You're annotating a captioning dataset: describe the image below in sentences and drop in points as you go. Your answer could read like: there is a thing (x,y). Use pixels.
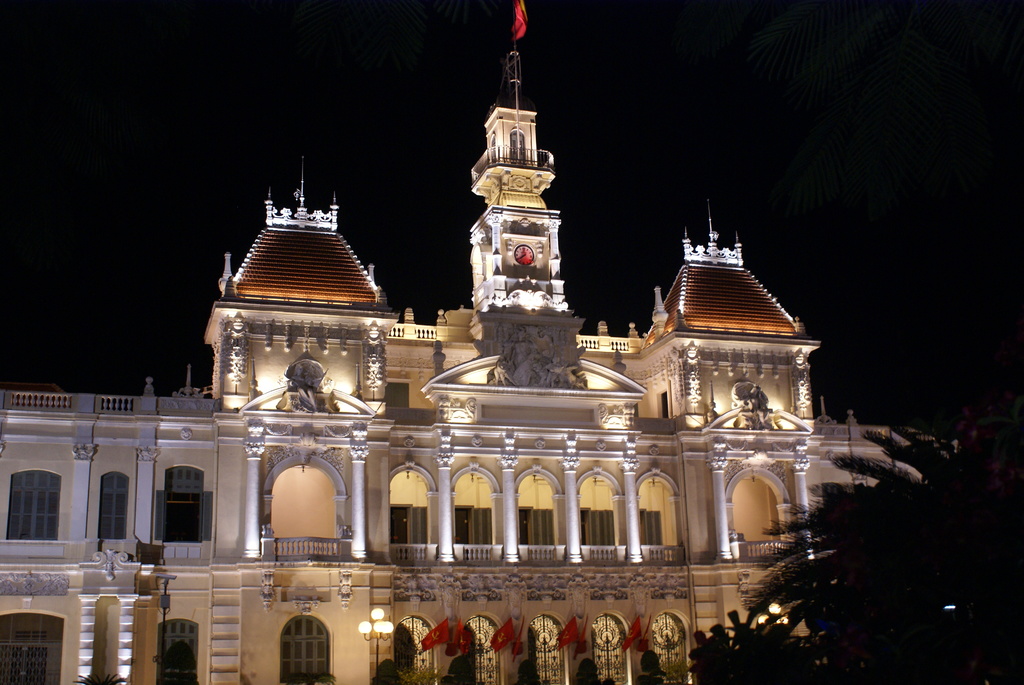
In this image there is a building (517,519) with the lights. At the top of it there is a flag (523,20). On the right side (931,554) bottom there are trees (885,598). This image is taken during the night time. At the bottom (566,647) there are flags (581,651) which are kept in the line. There are lights (333,381) at the top of the building (576,350).
